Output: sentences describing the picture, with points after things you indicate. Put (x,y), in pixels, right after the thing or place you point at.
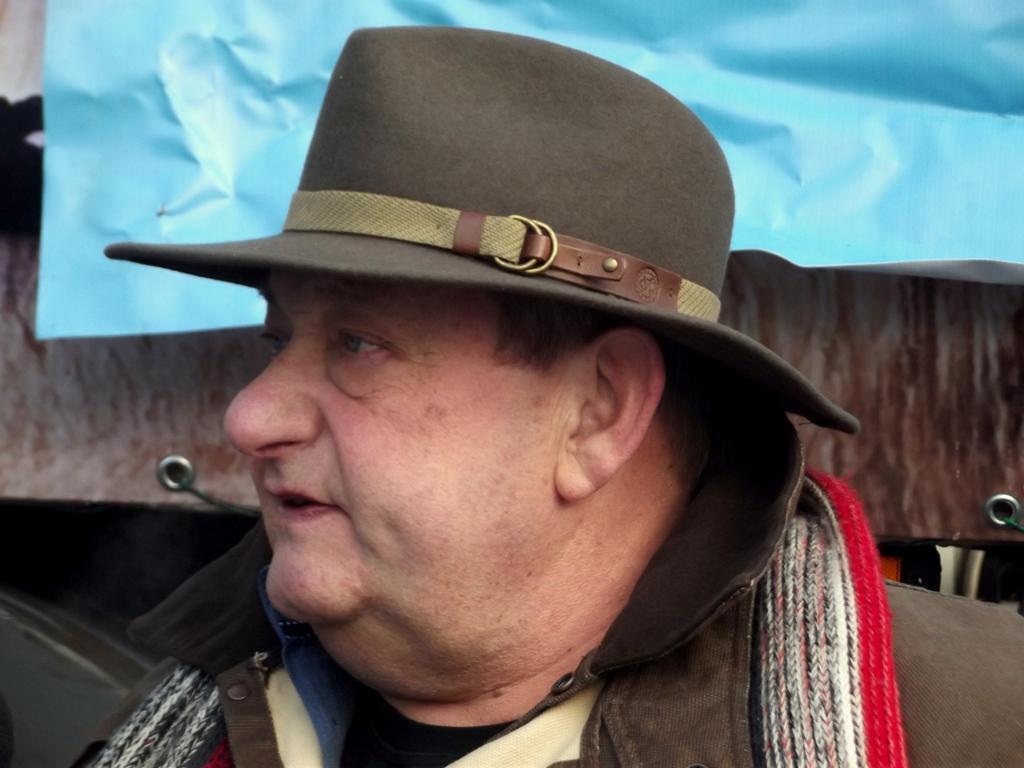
In the center of the image (401,488) we can see one person (567,622) is wearing a hat (307,264). And we can see he is in different costume (671,663). In the background (103,475) there is a wall (818,367), one blue color chart (839,252) and a few other objects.
